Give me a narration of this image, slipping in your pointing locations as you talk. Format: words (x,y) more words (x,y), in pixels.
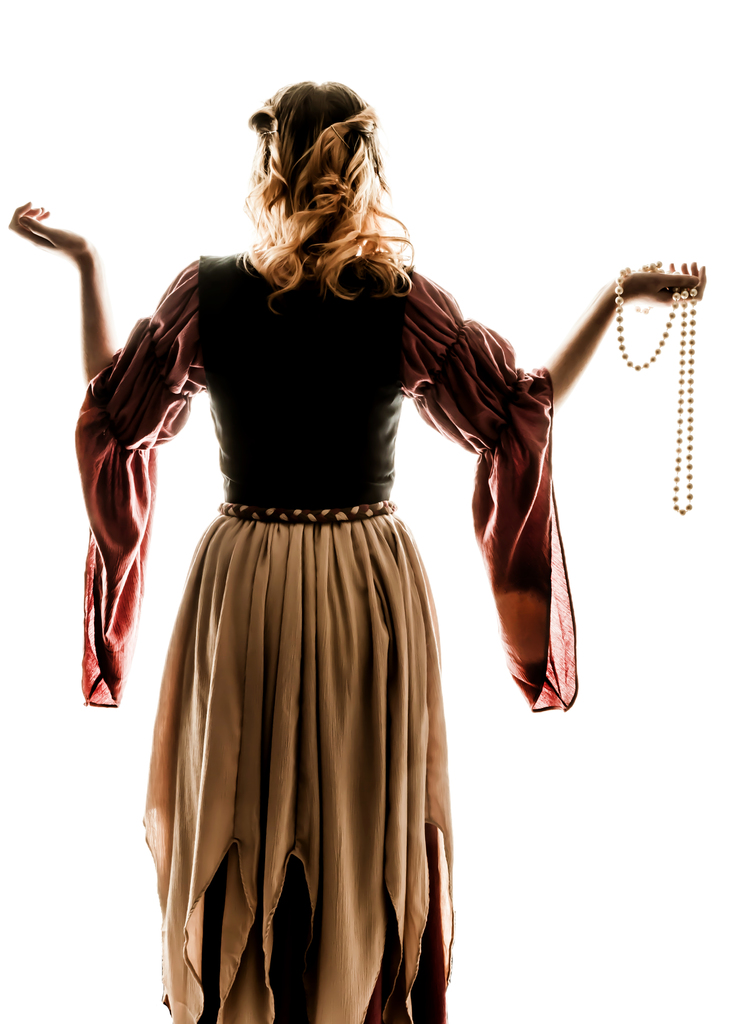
In this image we can see a lady (242,520) holding chain (621,327). In the background (44,250) there it is white.
